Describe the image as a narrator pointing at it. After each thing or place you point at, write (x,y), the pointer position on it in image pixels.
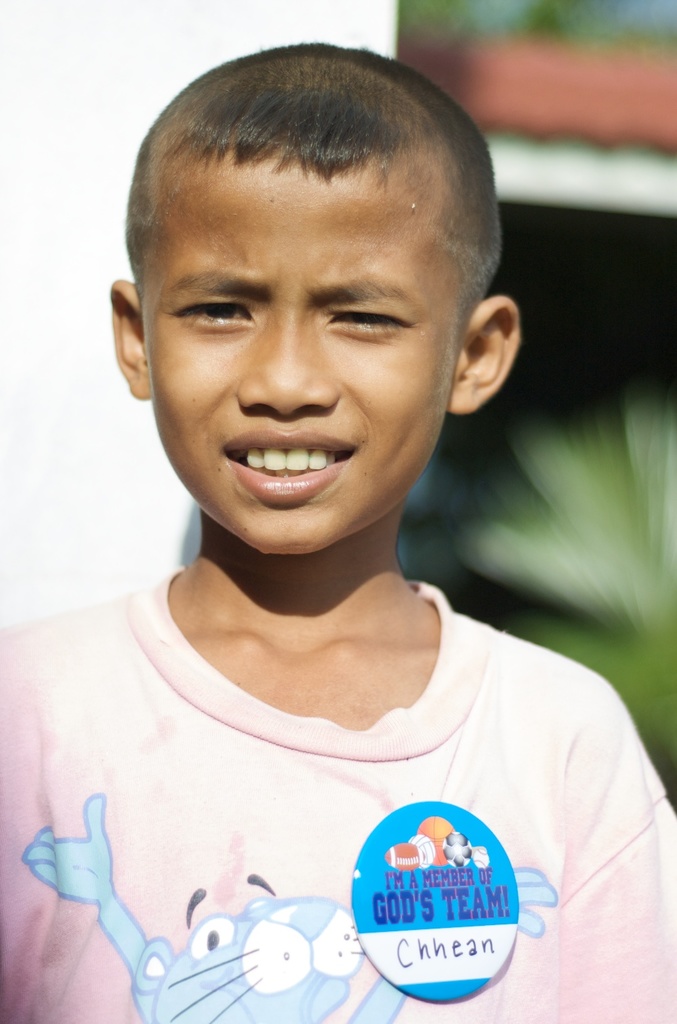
In this image there is a boy (306,344) with a smile on his face (383,480), behind the boy (258,649) there is a house (500,131).
